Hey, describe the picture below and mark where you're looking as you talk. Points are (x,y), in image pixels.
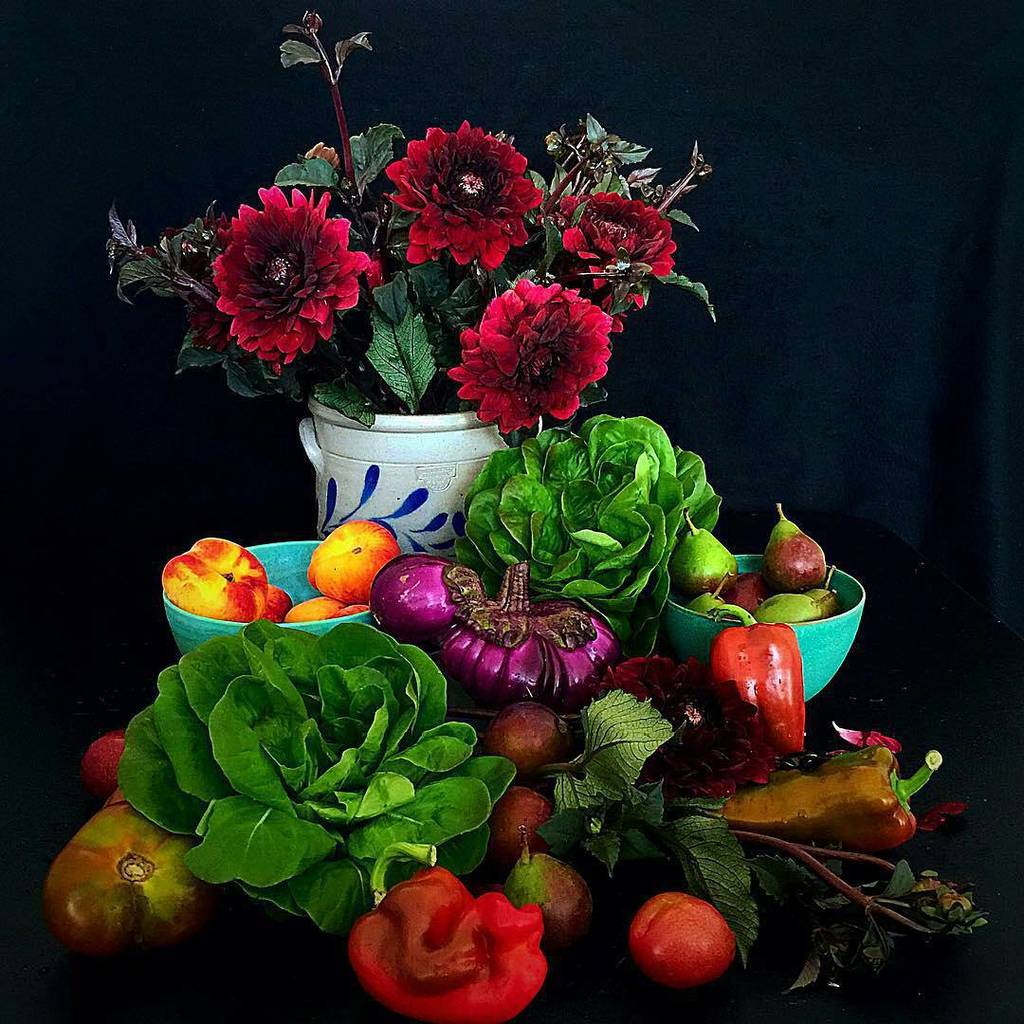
In this picture there are flowers (583,233), fruits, and vegetables (453,631) in the image and the background (991,256) area of the image is black.
